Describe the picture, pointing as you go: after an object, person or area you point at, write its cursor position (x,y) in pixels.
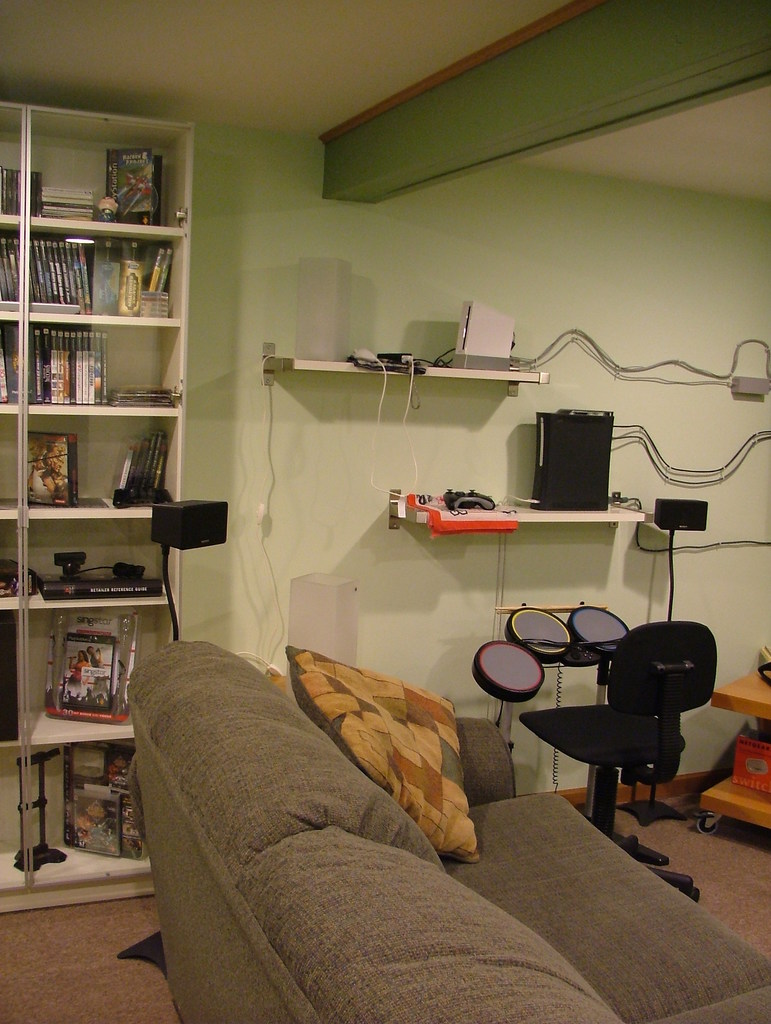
This is the picture of a room (380,769) where we have a sofa (345,814) in the center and to the right (573,652) we have a chair (635,701) and drums (542,610) and to the left (132,574) we have a shelf (23,618) in which some things (74,574) are placed like cassettes (122,285), DVD players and some speakers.
